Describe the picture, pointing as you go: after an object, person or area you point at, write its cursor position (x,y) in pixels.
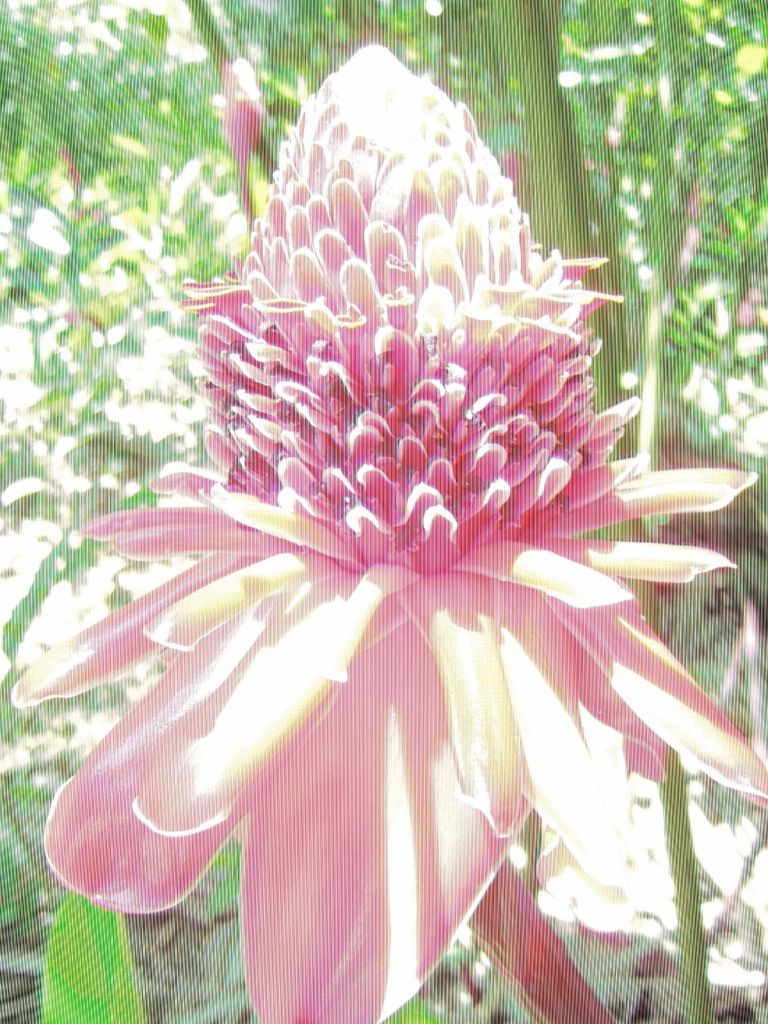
In this picture I can observe pink color flower (360,500) in the middle of the picture (368,568). In the background (84,147) I can observe trees (274,90).
